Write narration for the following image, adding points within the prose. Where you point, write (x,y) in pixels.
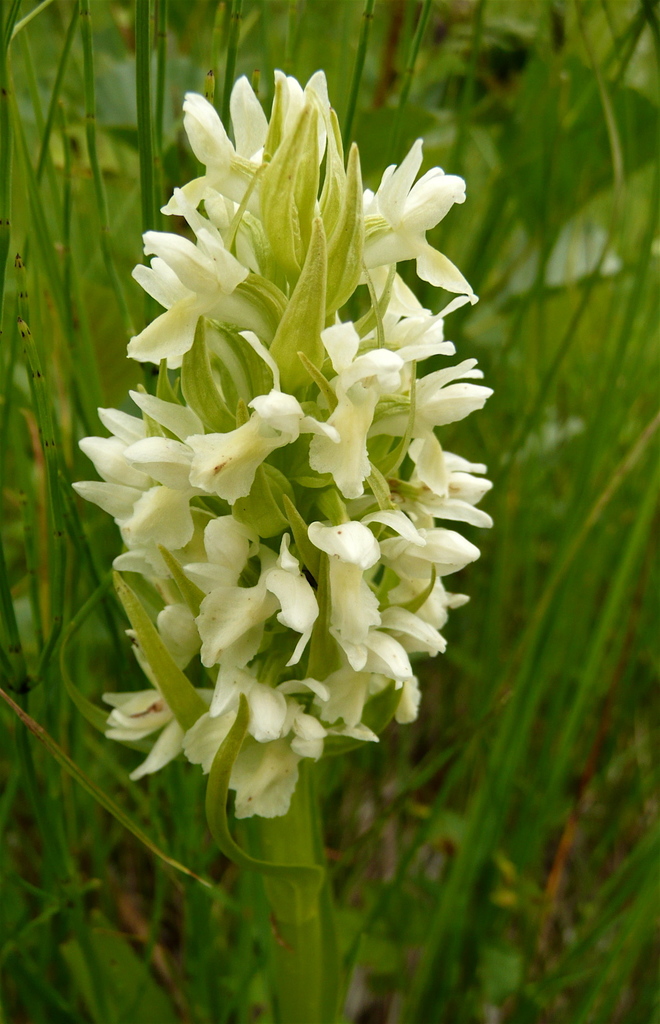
In the center of the image (284,466) there is a flower (282,691) to a plant (324,906). In the background (656,410) there is a grass (482,63).
